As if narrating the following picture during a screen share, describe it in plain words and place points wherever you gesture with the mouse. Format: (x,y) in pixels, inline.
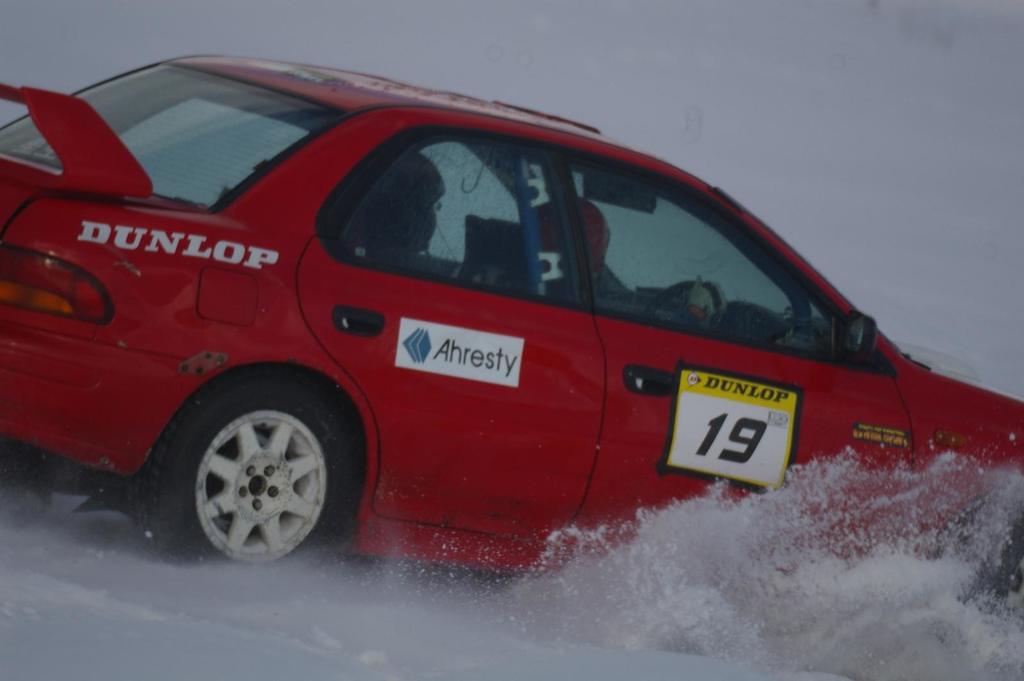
In this picture there is a person (640,296) driving a red color car (548,387) on the snow (632,569).
